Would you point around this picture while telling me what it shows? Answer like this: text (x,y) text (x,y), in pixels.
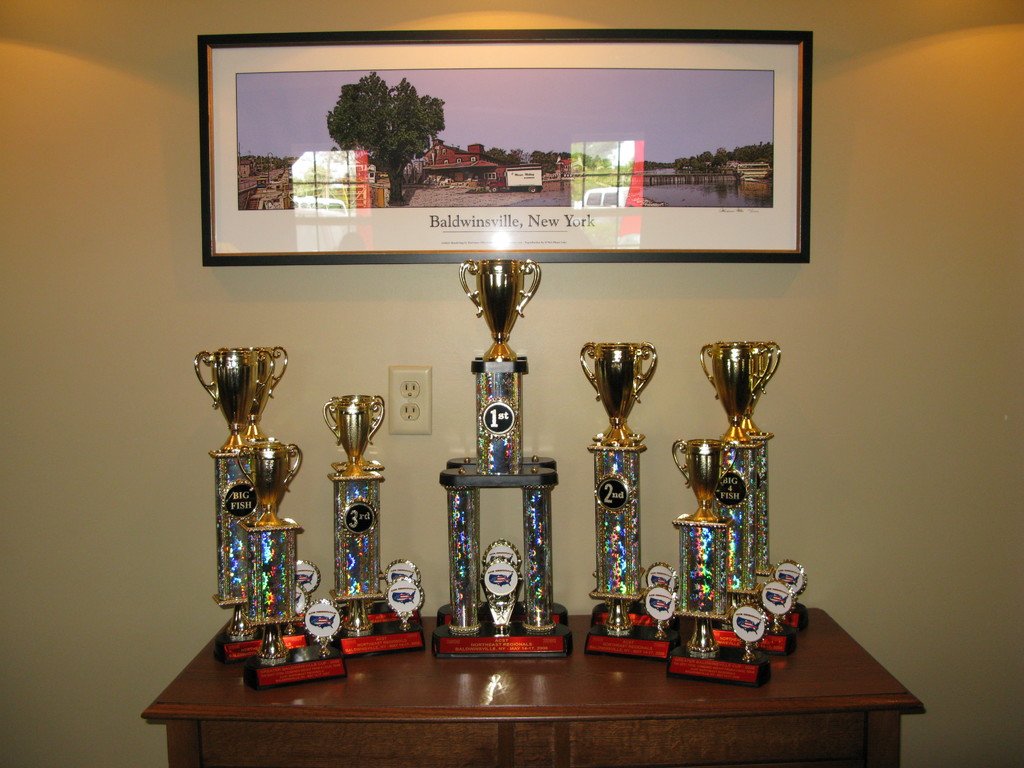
In this image I can see there are awards (738,663) placed on the wooden table (465,709) and background (169,158), I can see there is a wall (864,212) with a photo frame (429,184) and lights (1001,70).
